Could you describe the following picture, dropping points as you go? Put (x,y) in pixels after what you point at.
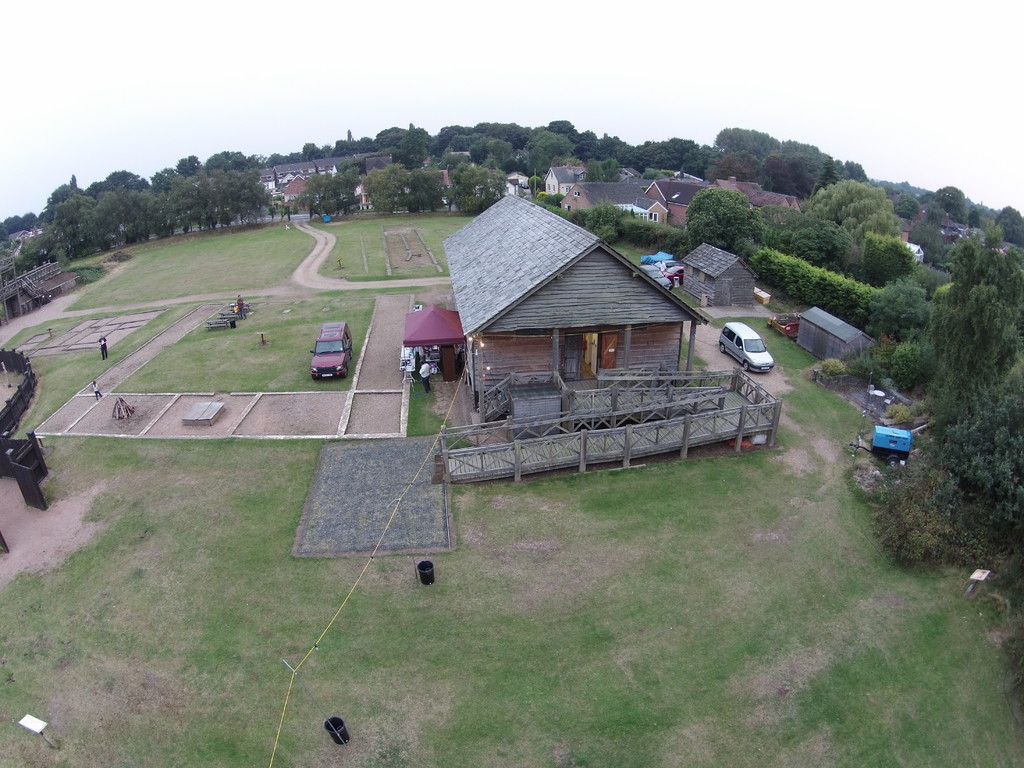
In this picture there is a wooden house (637,349) and there is a vehicle (767,359) on either sides of it and there are few persons (99,383) standing in the left corner (93,378) and there are few houses (590,189) and trees (659,156) in the background (907,219).
